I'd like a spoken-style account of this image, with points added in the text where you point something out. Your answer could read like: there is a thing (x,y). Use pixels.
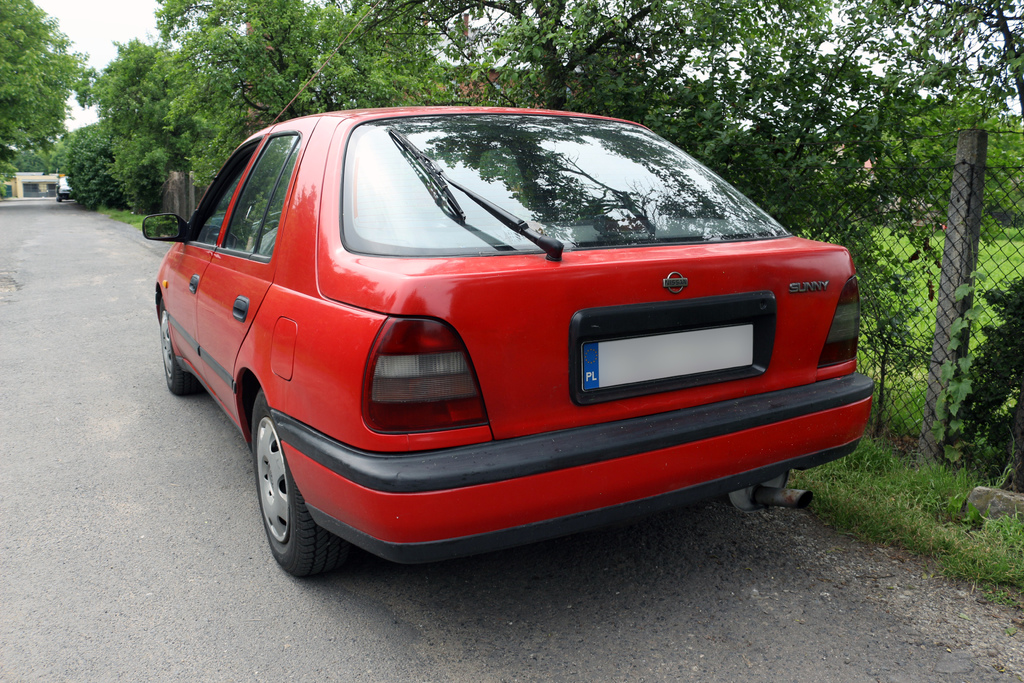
In the center of the image (467,391) we can see a car (345,356) on the road (198,441). On the right (929,358) there is a mesh (923,321). In the background (211,106) there are trees (299,23) and sky (131,18).
